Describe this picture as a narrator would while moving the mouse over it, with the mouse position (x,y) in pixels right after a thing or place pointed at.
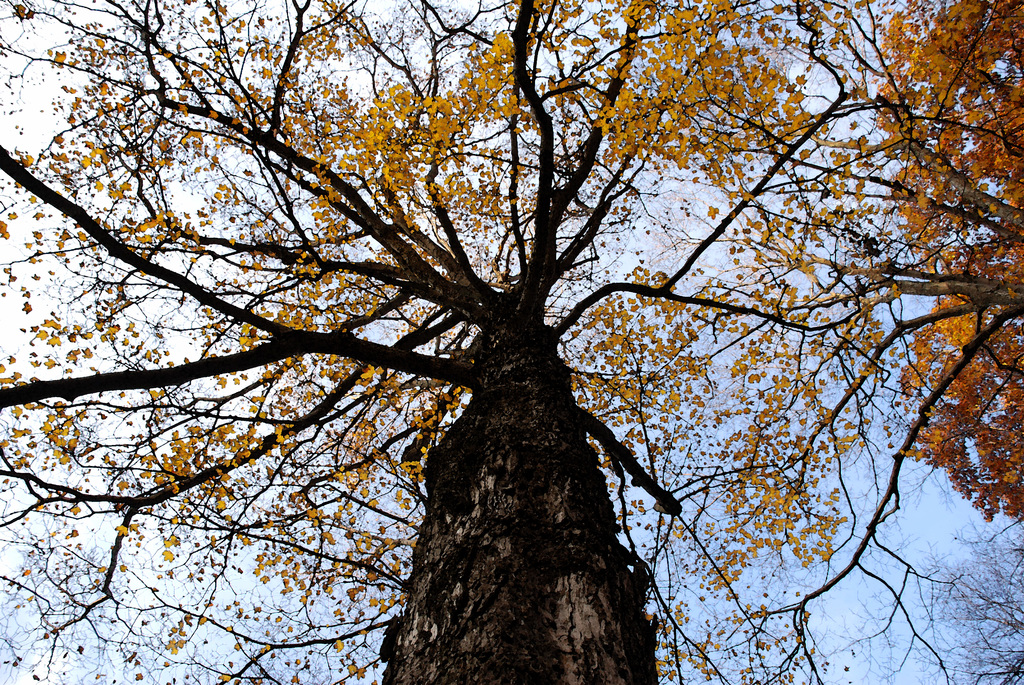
In this image there are trees (528,675). In the background (956,513) there is sky (969,515).
